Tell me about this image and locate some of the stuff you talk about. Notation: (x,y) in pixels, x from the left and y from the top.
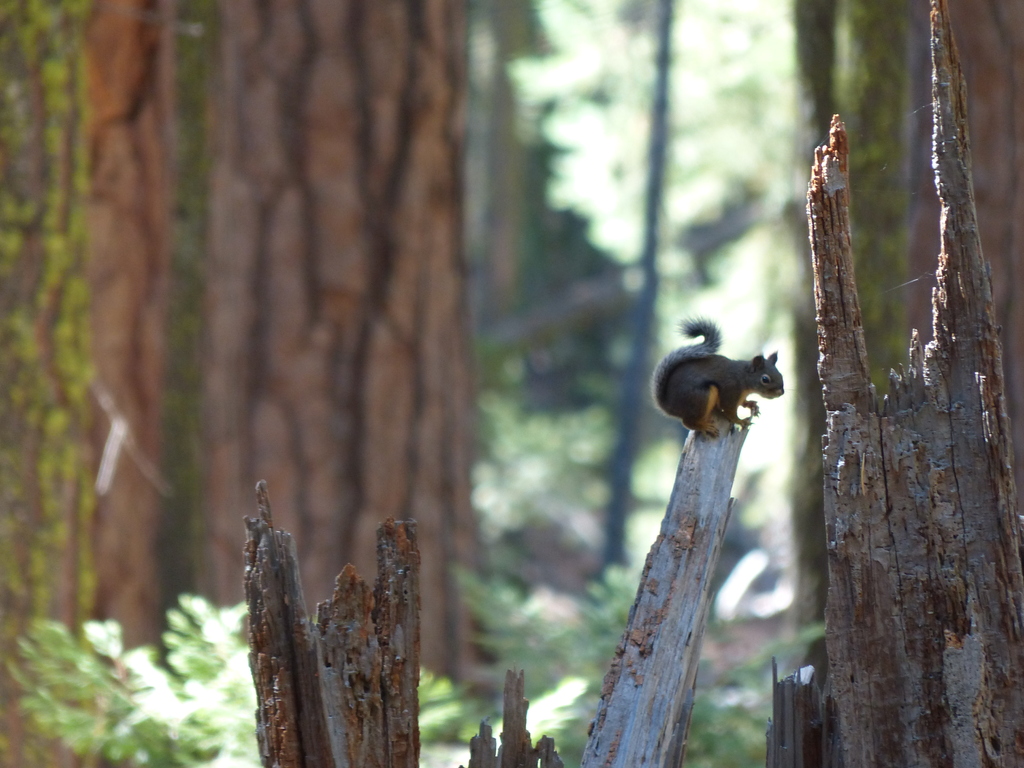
There are wooden pieces (671,596). On the piece (710,438) there is a squirrel (690,378). In the background (339,193) it is blurred and there are plants (540,413).
